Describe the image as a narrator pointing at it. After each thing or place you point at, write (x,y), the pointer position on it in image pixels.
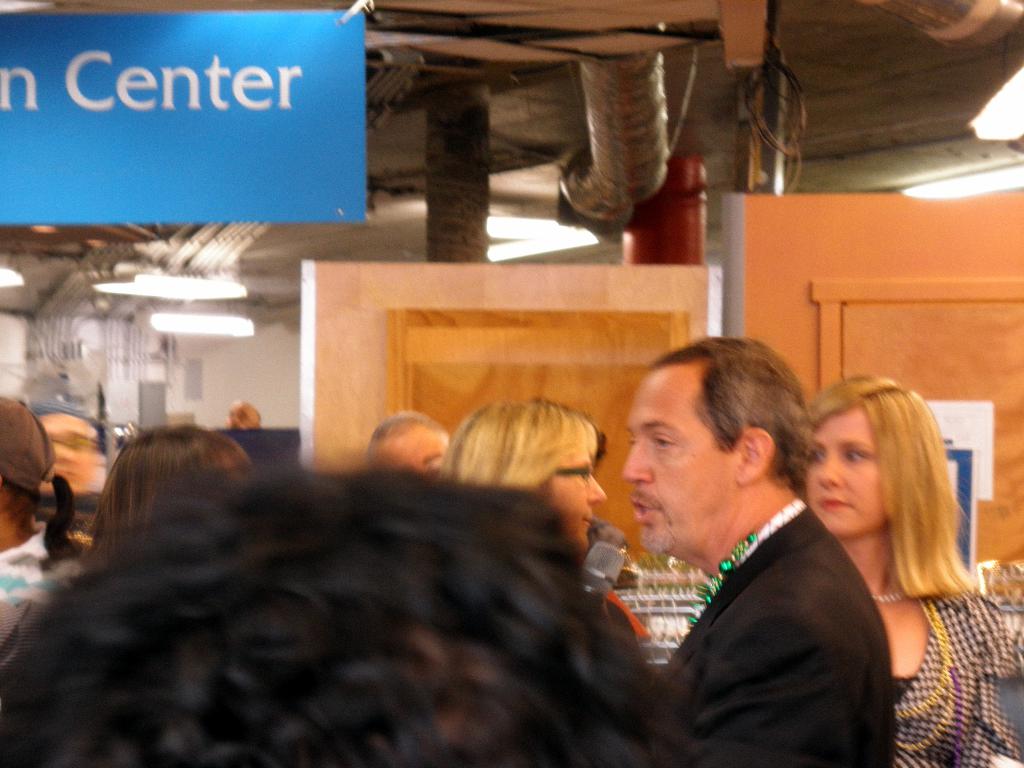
In this image we can see a group of people (485,511). In that we can see a man (787,593) holding a mic (607,584). On the backside (371,357) we can see some wooden doors (472,355), a board (194,184), wall (237,376) and some ceiling lights (217,288) to a roof (291,276).
